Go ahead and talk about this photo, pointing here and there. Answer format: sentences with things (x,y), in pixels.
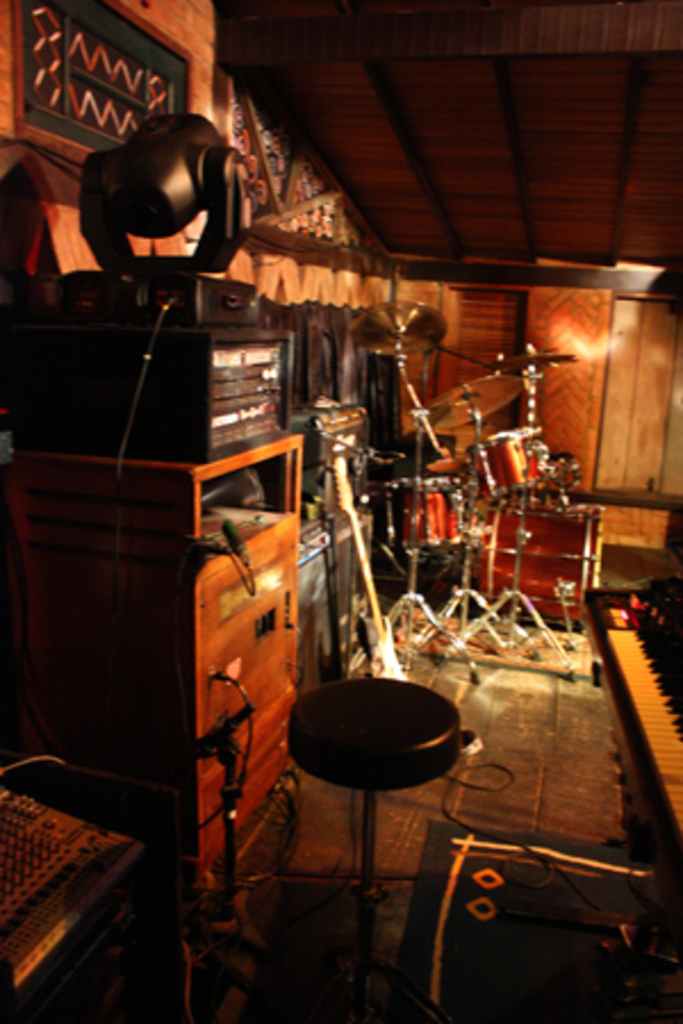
This picture shows a musical instruments (486,564) placed here and a sound system (153,385). Some lights (167,284) here.
